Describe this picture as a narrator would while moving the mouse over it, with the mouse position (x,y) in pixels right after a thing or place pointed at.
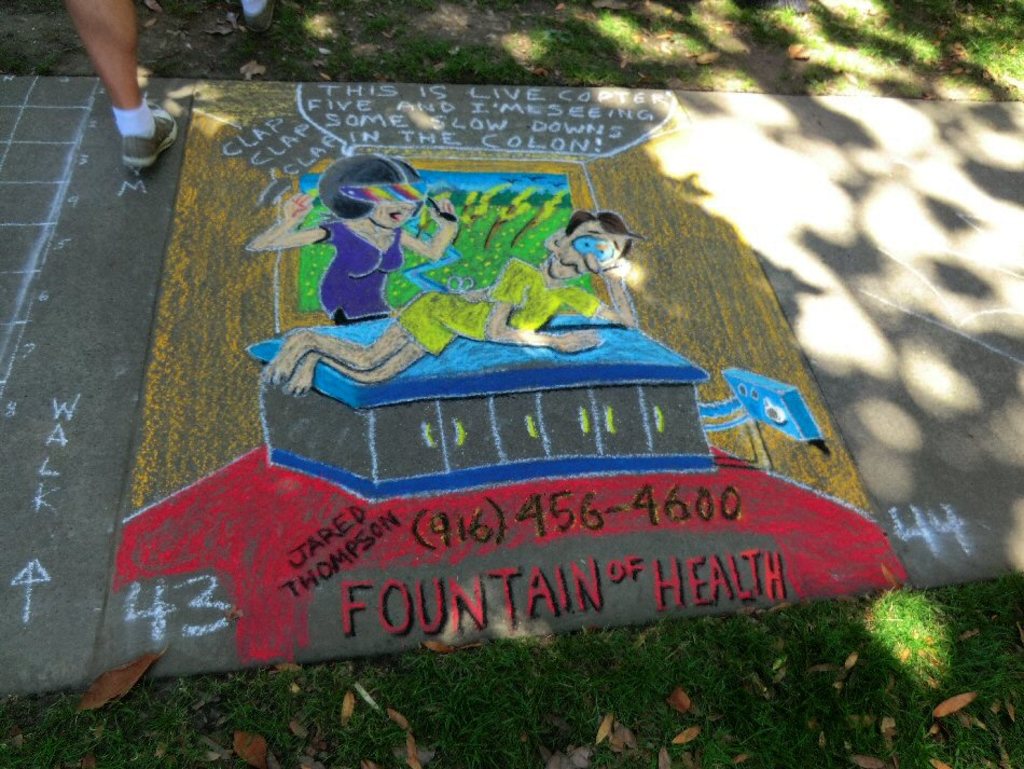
In this image, we can see the painting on the ground (154,223), we can see the leg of a person (125,49).
